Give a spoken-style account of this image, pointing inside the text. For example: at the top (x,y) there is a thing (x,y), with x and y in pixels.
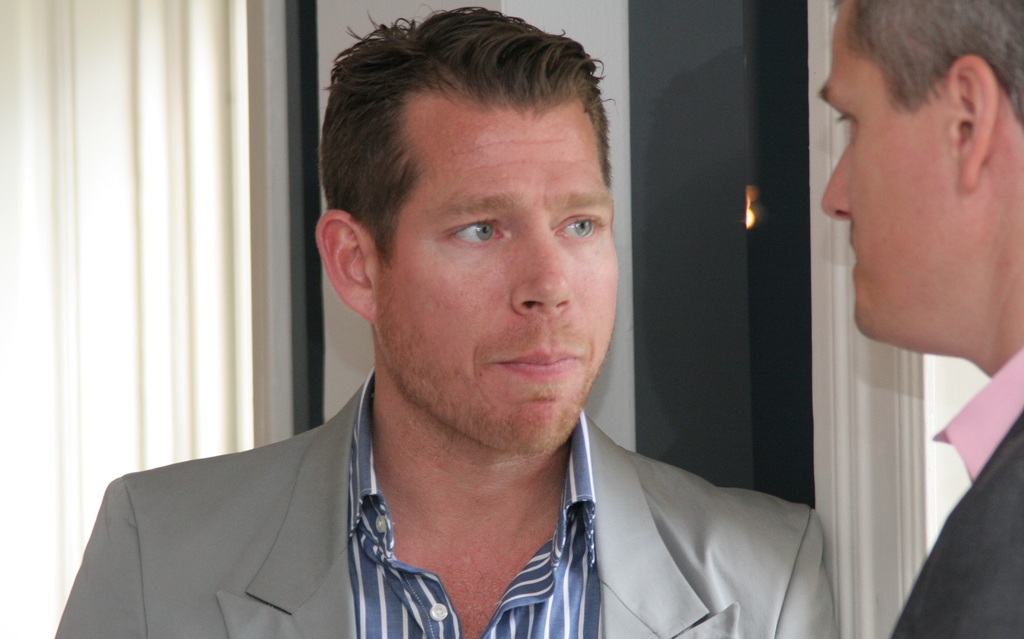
In this picture I can see there are two men (574,380) standing and they are wearing blazers (726,538), there is a window (760,372) in the backdrop (245,247), there is a curtain (155,226).
